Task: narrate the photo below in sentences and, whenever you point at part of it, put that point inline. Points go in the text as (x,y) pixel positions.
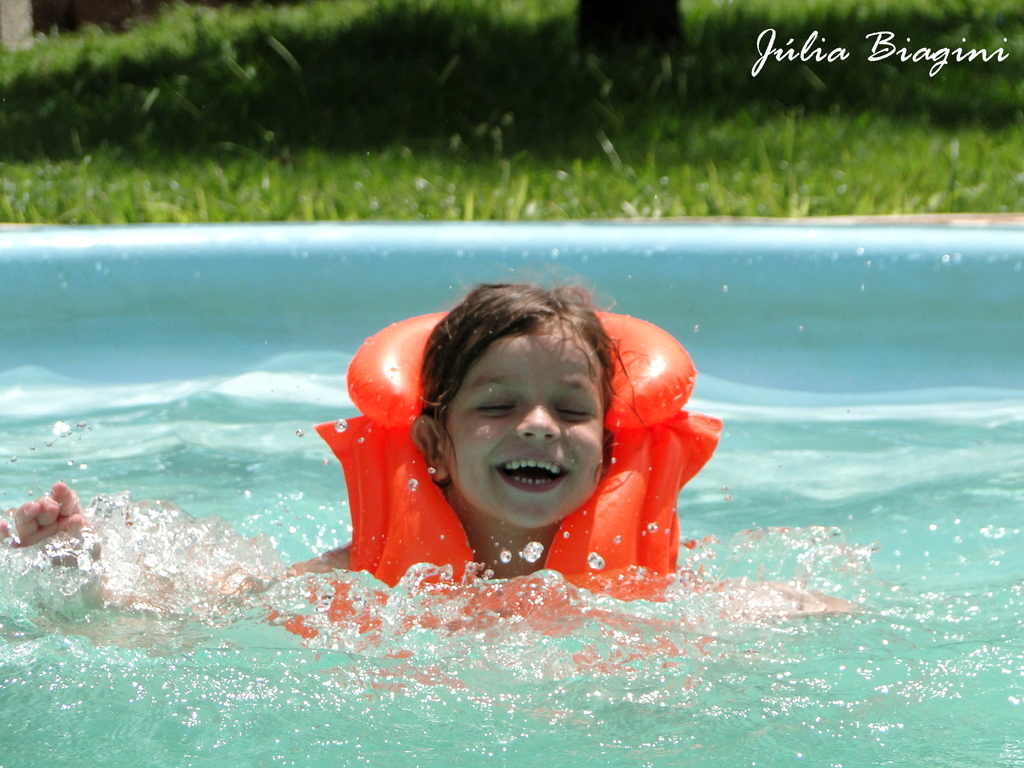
In this image there is a girl (438,485) wearing a tube (407,453) and swimming in the pool (225,417), there is grass (565,160) and some text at the top right corner of the image (823,86).
